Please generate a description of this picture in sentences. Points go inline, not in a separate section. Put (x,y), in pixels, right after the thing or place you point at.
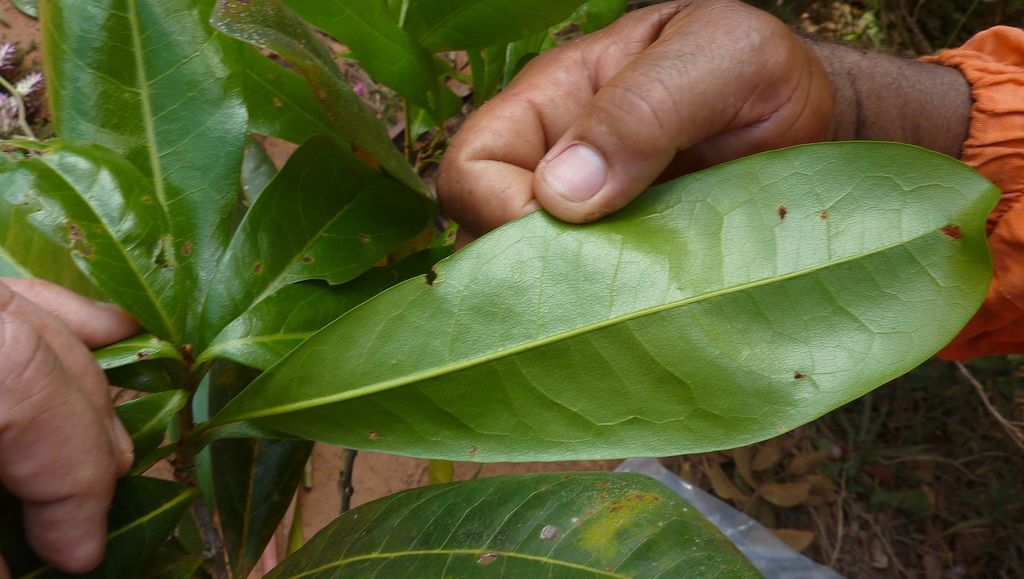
Here I can see a person's hands (81,456) holding the leaves (286,324) of a plant (200,471). On the right bottom of the image (926,490) I can see the ground (842,535).
